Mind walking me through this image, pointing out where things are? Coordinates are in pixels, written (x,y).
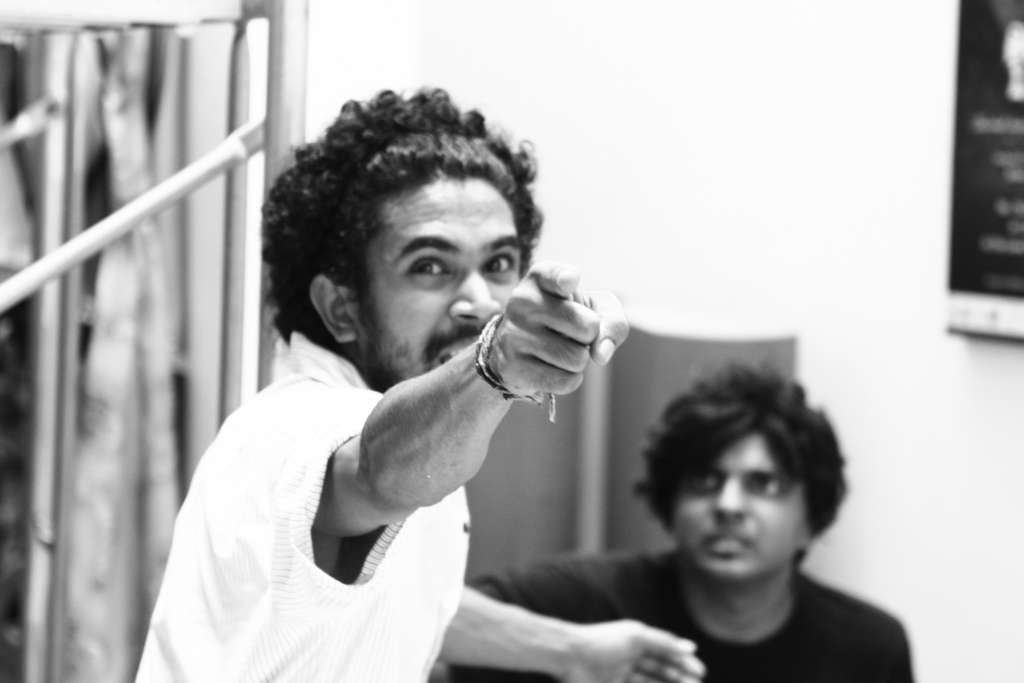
In this picture we can see two men (495,417), in the background (297,14) we can see few metal rods (261,133) and a frame (1006,74) on the wall (685,175), and it is a black and white photography.
